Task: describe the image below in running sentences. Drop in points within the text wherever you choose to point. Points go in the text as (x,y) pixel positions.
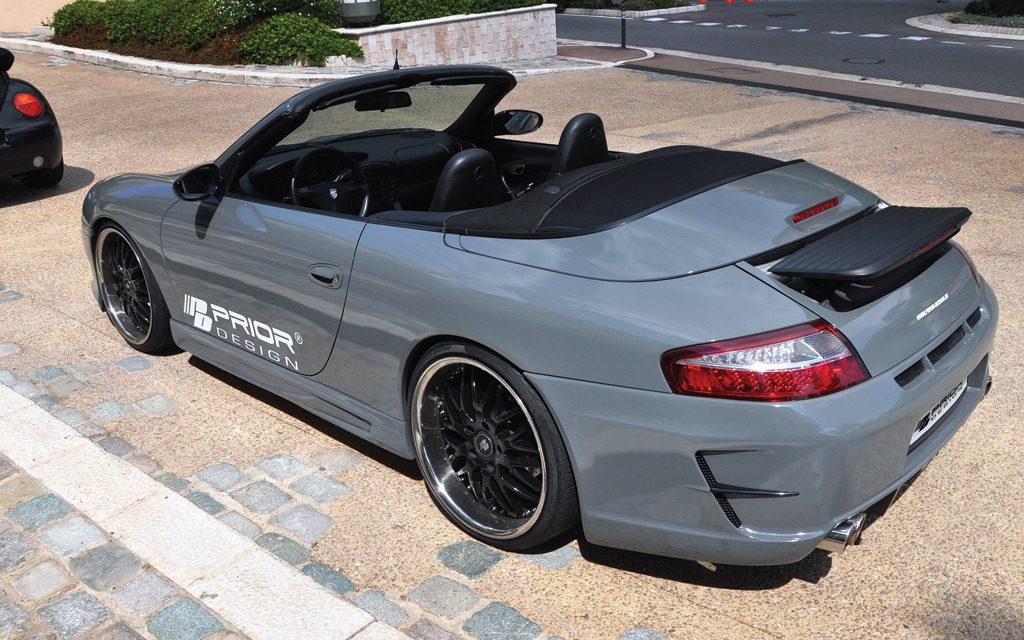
This is a gray color roof top car (416,234). And there is something written on the front door (234,321). In the background (420,35) there is a road (816,37), and a wall (435,34) and also there are some bushes (276,18).
